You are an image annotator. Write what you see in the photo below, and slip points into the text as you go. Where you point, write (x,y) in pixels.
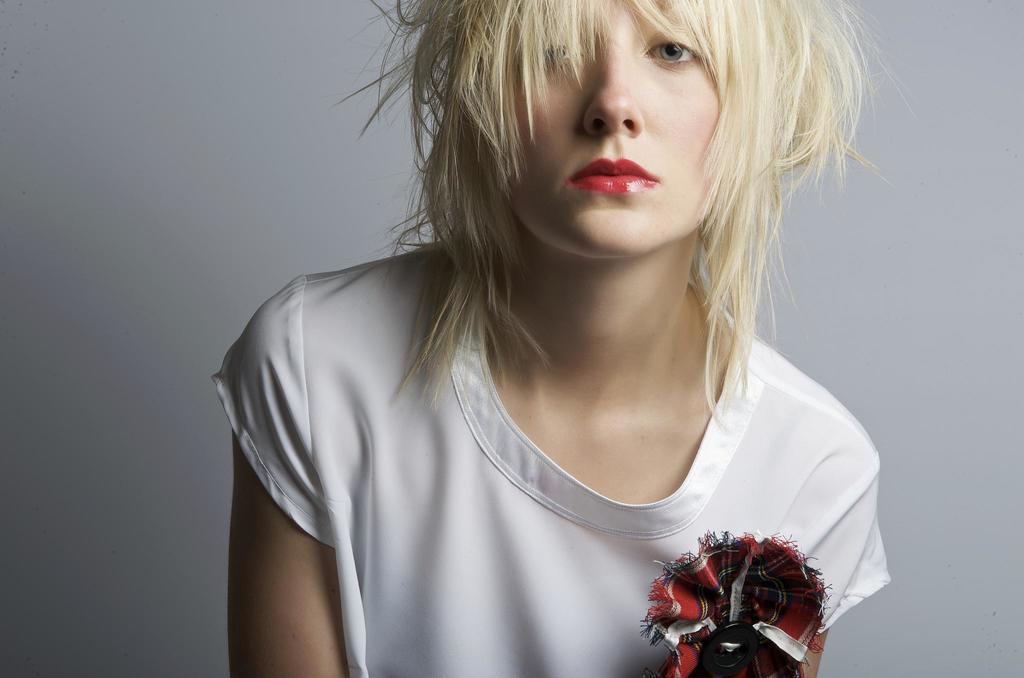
In front of the image there is a person (547,434). Behind her there is a wall (75,107).
